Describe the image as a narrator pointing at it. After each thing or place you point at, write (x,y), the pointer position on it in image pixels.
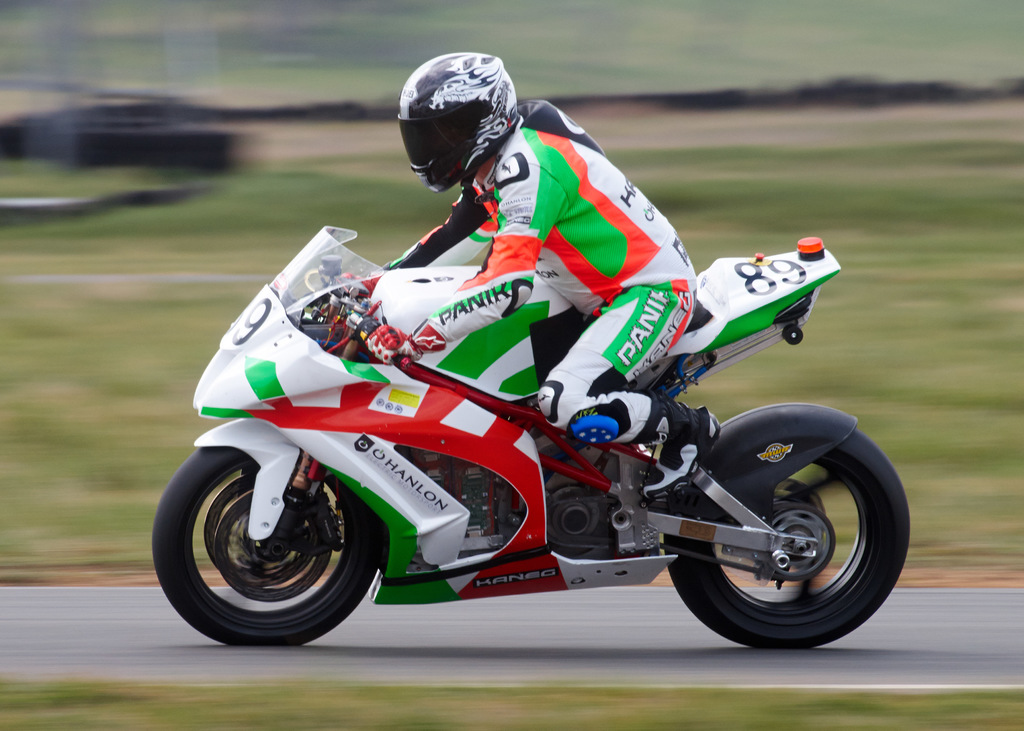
In this picture, we can see a person (397,342) riding a bike (398,421), and we can see the ground (410,675), blurred background (19,503).
